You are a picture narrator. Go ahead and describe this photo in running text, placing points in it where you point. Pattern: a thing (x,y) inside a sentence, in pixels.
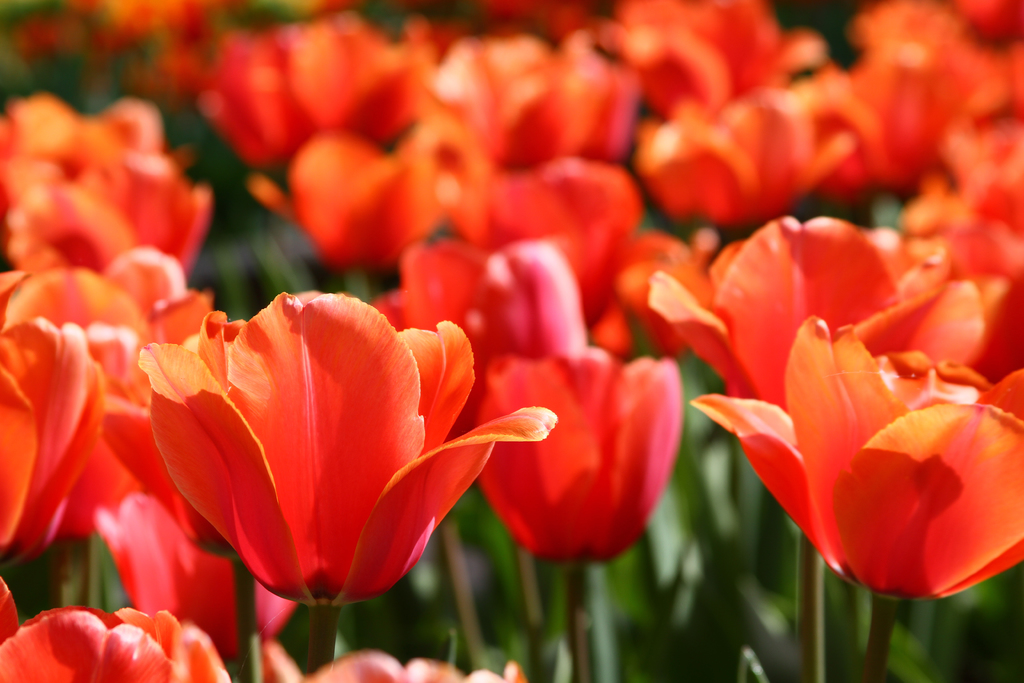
In this image, we can see some flowers (408,74).
